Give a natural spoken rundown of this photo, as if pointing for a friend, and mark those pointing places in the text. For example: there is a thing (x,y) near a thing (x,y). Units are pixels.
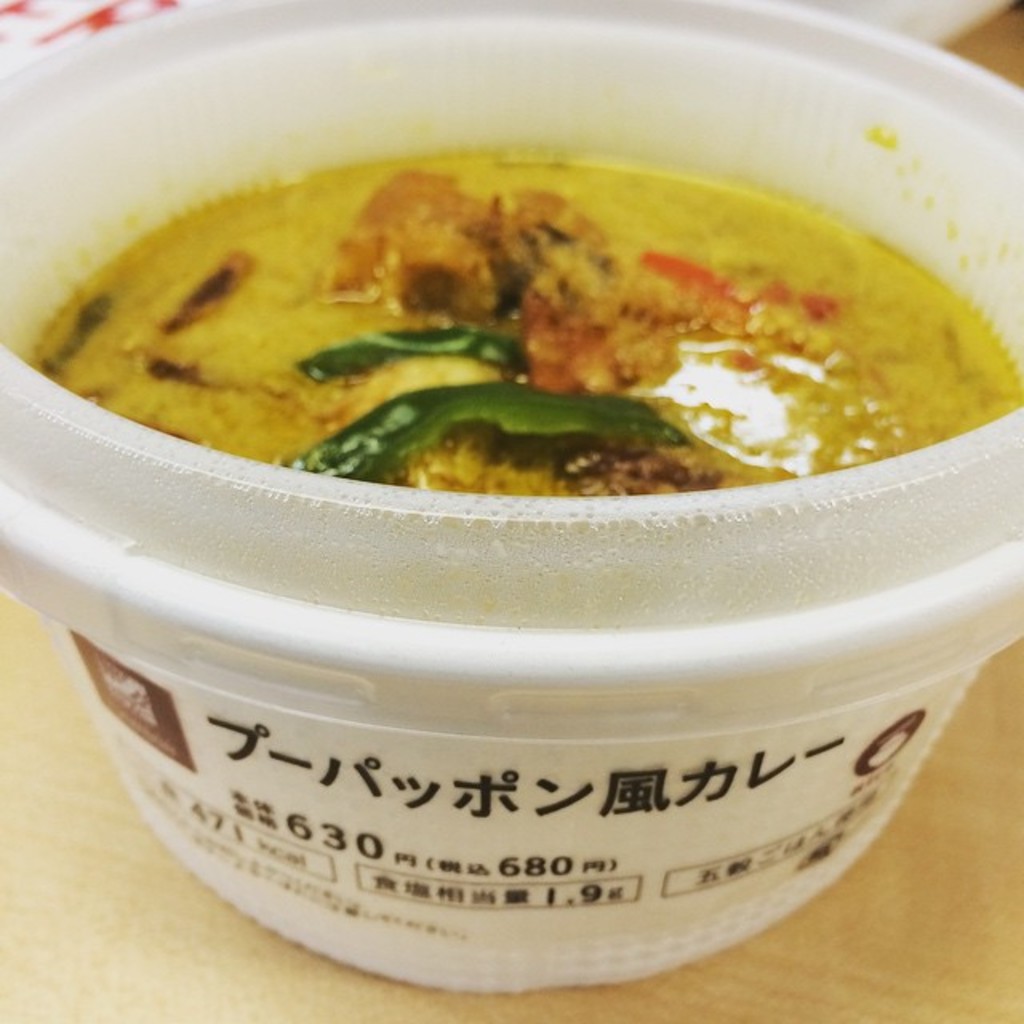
In this image I can see the cream colored surface (211,924) and on it I can see a white colored bowl (696,685) in which I can see a food item (509,370) which is green, yellow, red and brown in color.
